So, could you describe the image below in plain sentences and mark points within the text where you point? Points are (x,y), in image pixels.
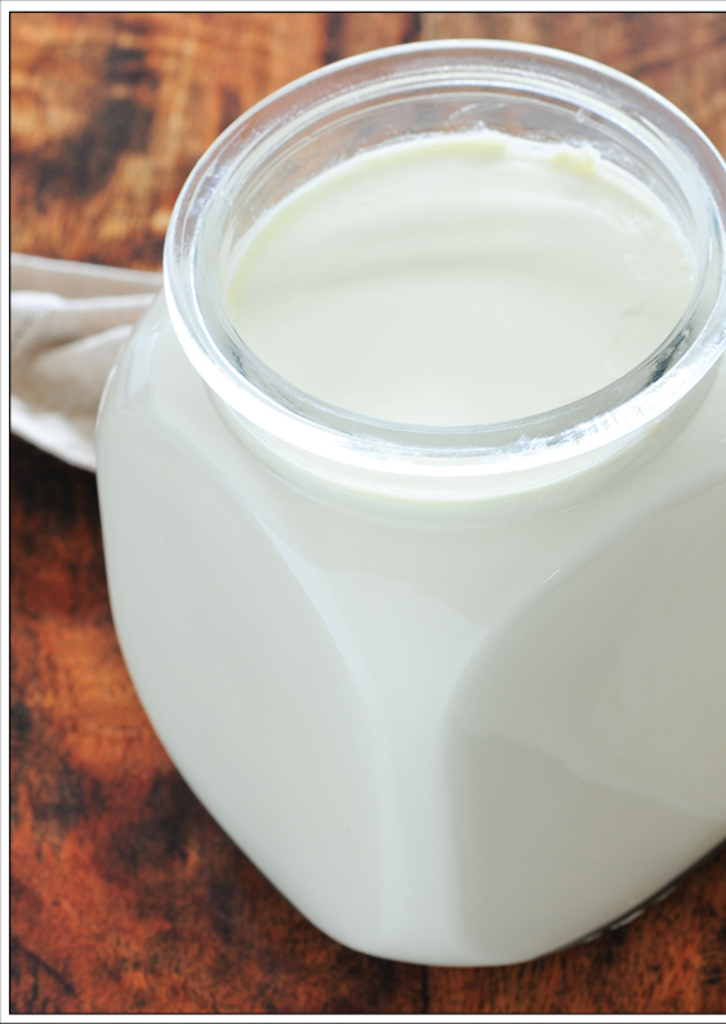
In this image I can see a glass jar (325,561). Inside I can see something which is in white color. It is on the brown color table (165,825).
